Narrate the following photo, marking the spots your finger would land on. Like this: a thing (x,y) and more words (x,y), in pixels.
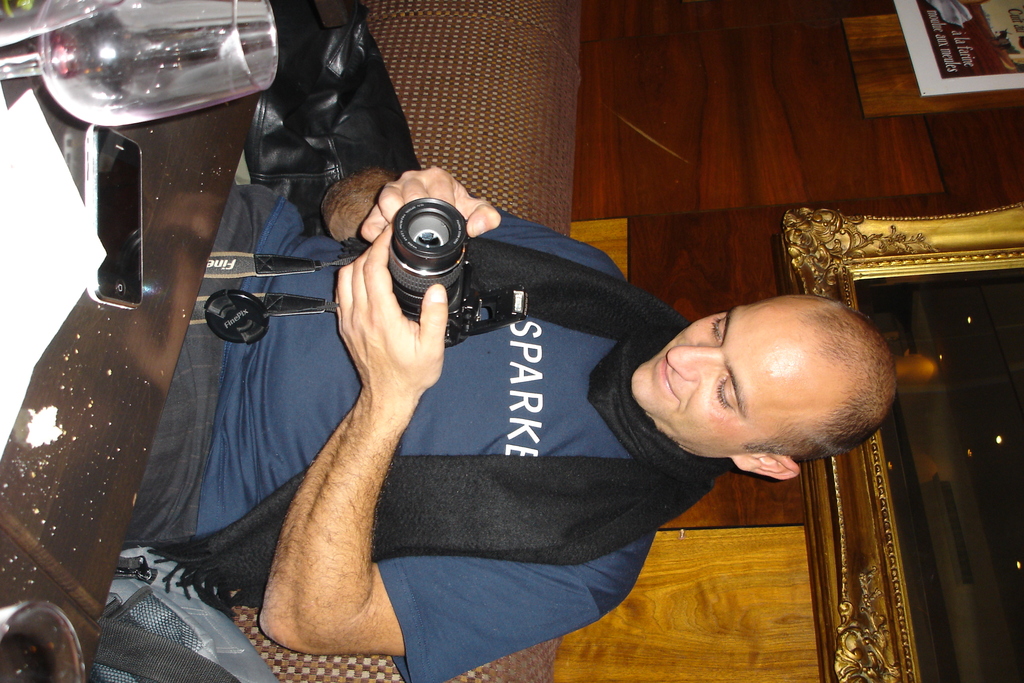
This picture shows a man (423,319) seated and holding a camera (469,302) in his hand (396,184) and we see a mobile phone (135,173) a paper (49,177) and a wine glass (51,40) on the table (209,107).
